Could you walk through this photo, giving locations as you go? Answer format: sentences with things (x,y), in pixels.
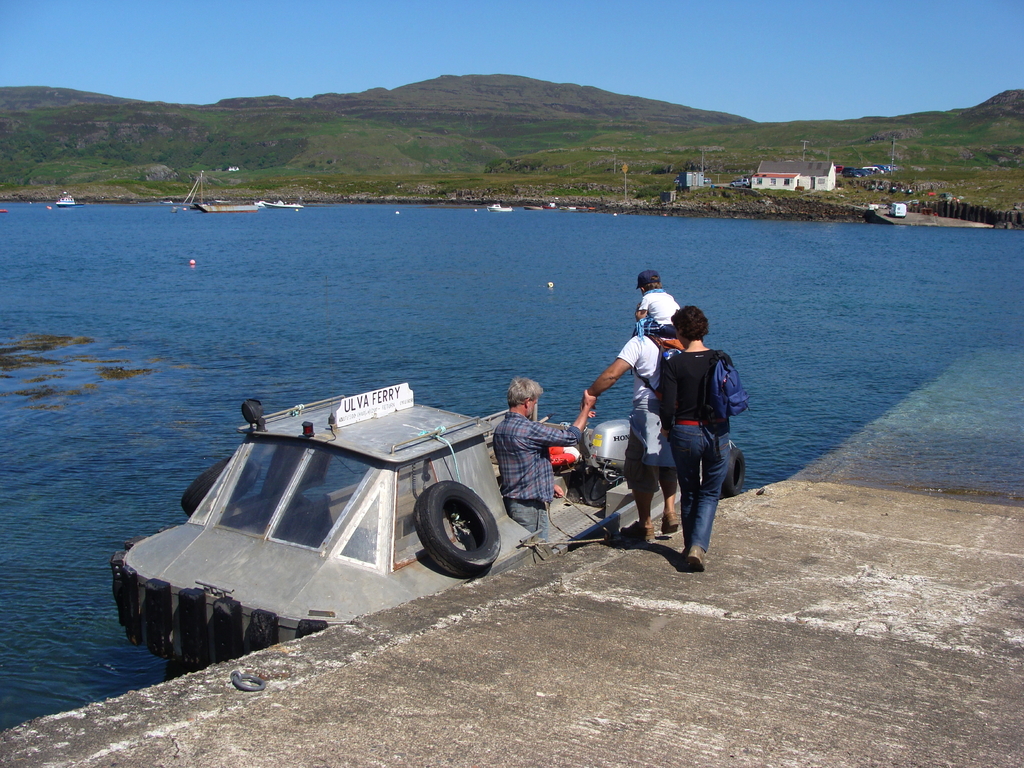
In this image there is a sea (263,294) in the middle of this image (405,288). There are some boats (353,516) as we can see in the bottom side of this sea (245,239) and On top (218,211) side of this sea (223,230). There are some mountains (445,142) in the background (564,150). There is a sky (360,45) on the top of this image (561,43). There are some persons (647,474) standing as we can see in the bottom of this image (648,532). There is a house (791,186) on the right side of this image (834,187).
